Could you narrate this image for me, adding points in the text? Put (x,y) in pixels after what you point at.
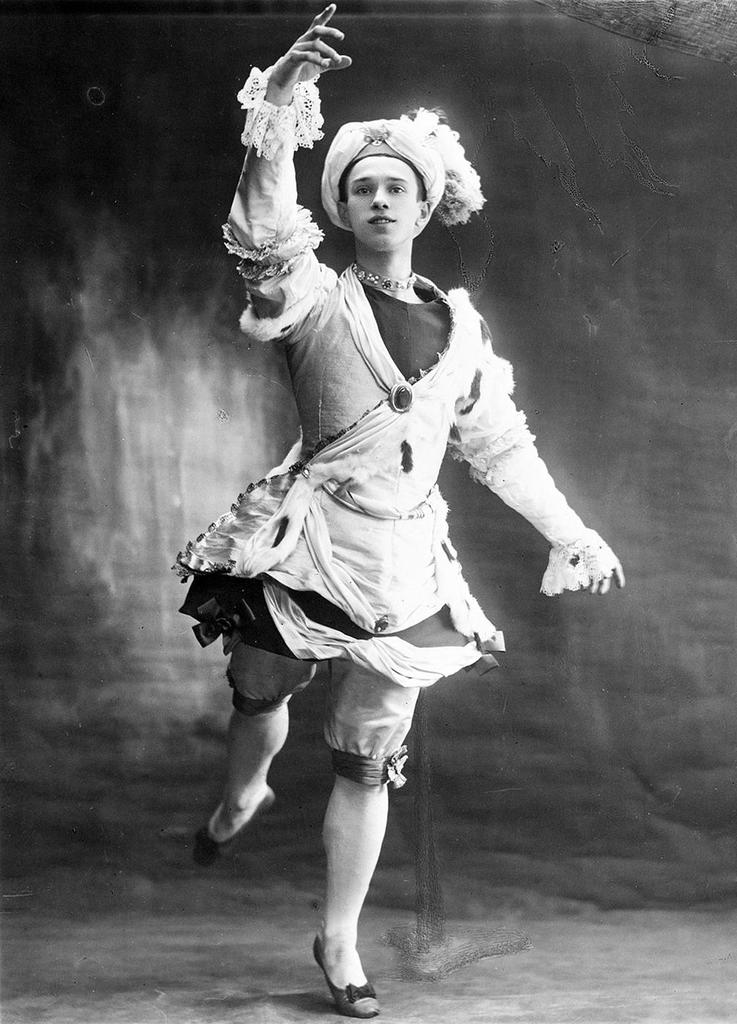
This is a black and white image. I can see the man (342,560) dancing. He wore a fancy dress (359,343). The background (651,659) looks black in color.
